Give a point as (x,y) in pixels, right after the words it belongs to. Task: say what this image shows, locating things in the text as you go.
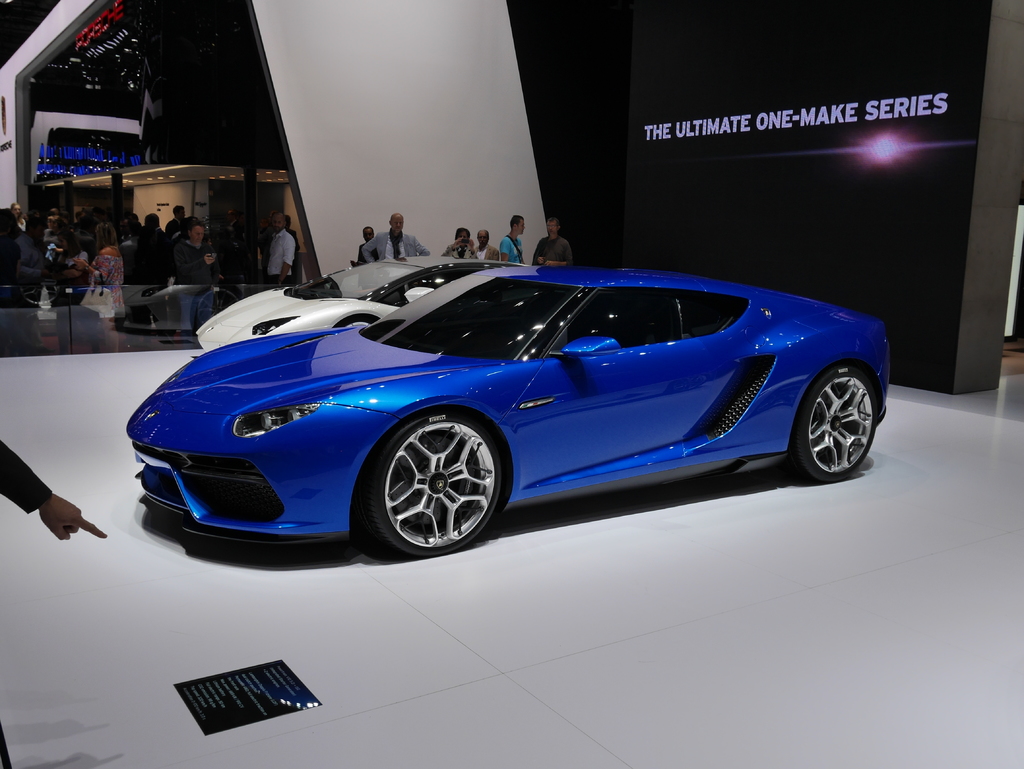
In this image there are cars (264,360) on a floor (873,607), in the background (446,255) there are people (202,268) standing and there is an architecture (449,98) and there is a board (833,259), on that board (906,118) there is text (890,109).
